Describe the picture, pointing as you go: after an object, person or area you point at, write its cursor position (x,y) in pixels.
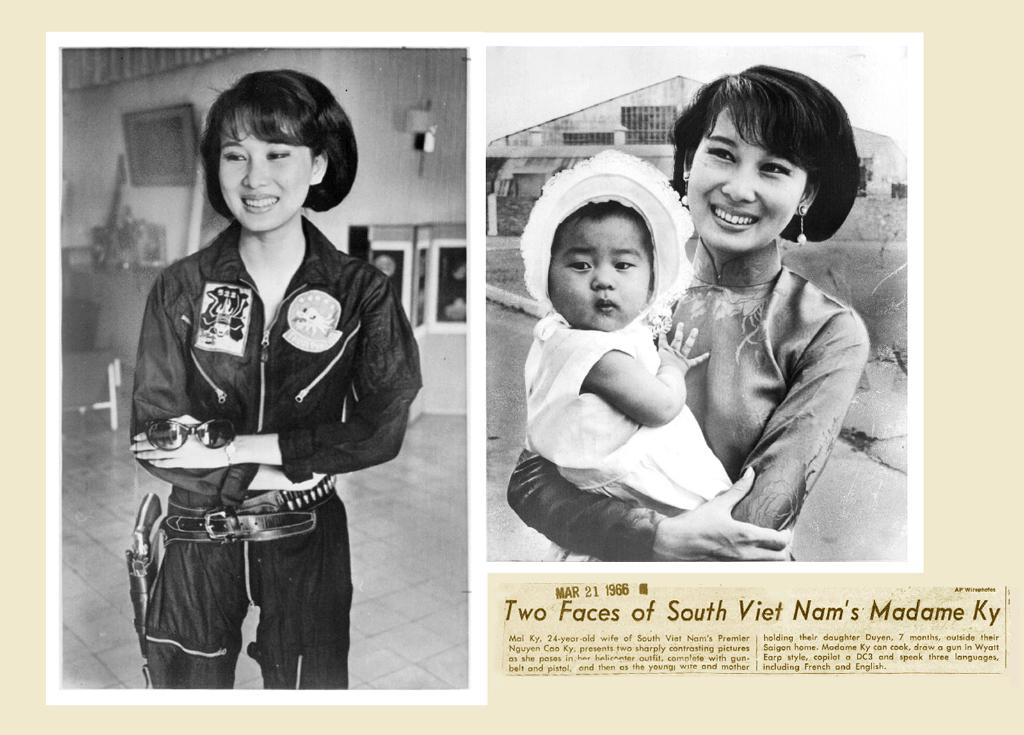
In this image there is a collage, the first image there is a person (243,393) standing, the second image there is a person (753,252) standing and carrying another person (626,346), there is the text (722,650) written on the image, there is a house (611,132) behind the person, there is sky (644,65), there is the wall (394,133) behind the person (298,71), there is a photo frame (155,143) on the wall (84,138).
